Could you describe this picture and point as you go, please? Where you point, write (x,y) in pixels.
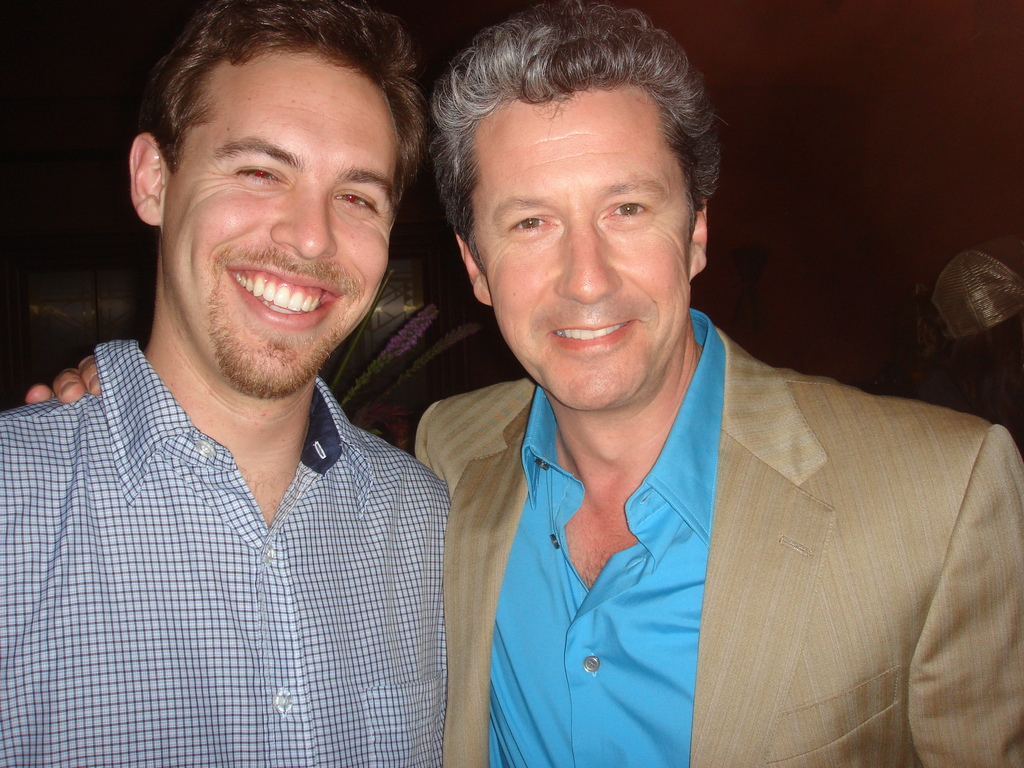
In this image in the foreground (340,484) there are two men (340,484) smiling, and in the background (813,255) there are some objects (977,282) and wall (829,132).
